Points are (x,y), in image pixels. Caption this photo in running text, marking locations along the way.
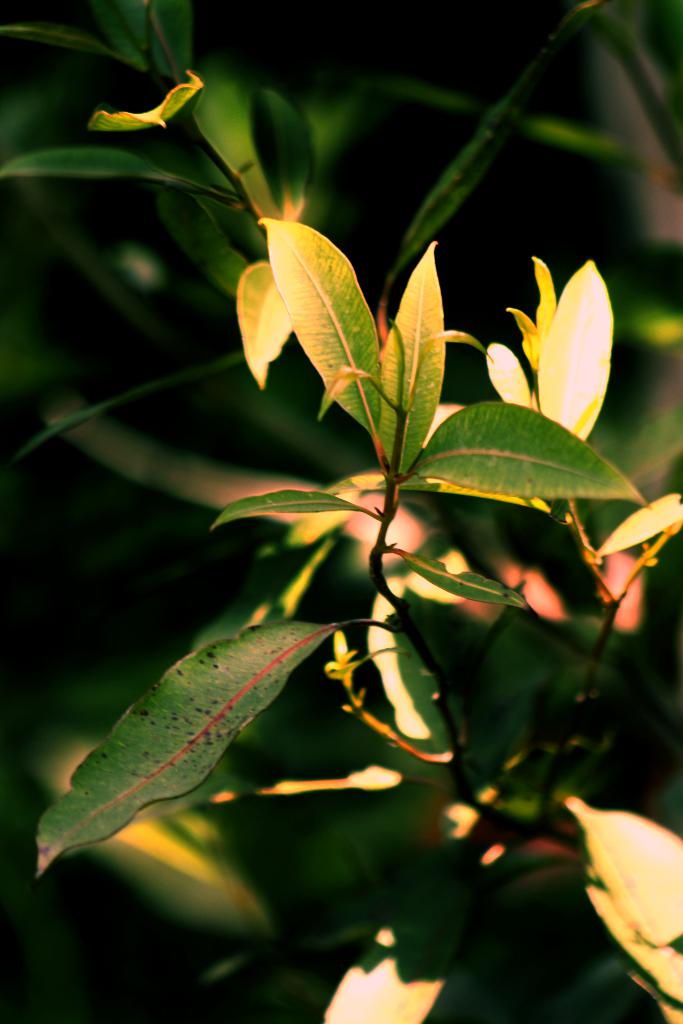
In this picture there is a green leaves plant (402,552). Behind there is a blur background (463,104).
